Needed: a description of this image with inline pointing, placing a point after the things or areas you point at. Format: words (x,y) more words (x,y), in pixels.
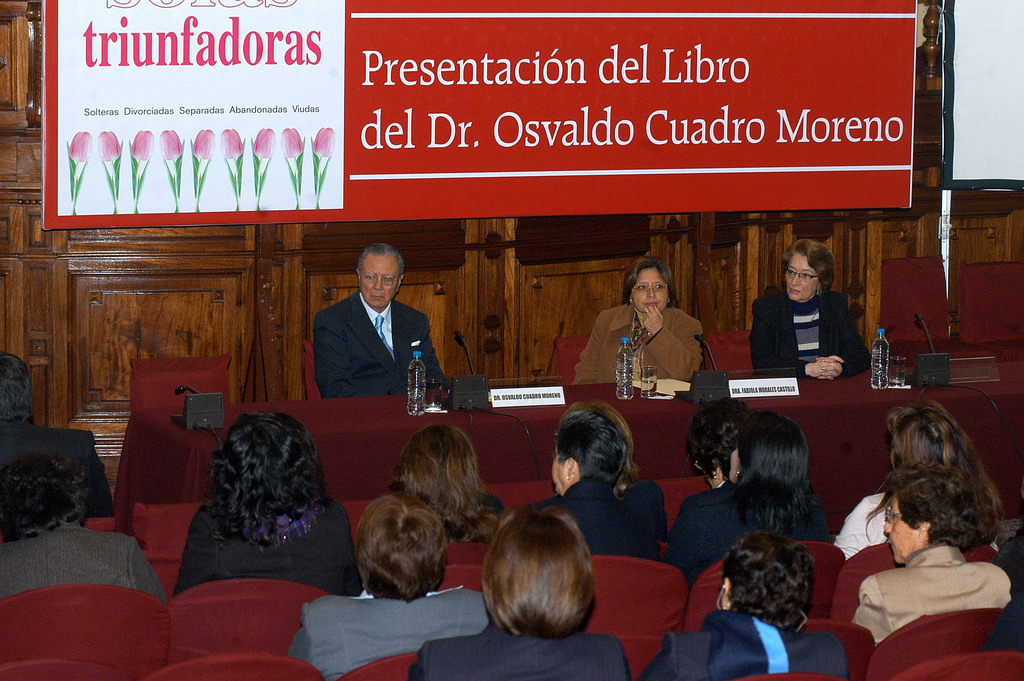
In this image people (910,610) are sitting on chairs (935,324). In-front of the three people (780,335) there is a table (297,415), above that table (383,413) there are bottles (423,374), name boards (551,397), glasses (899,384), mic (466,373) and devices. In the background (851,304) we can see a hoarding (731,166), screen (973,121) and wooden wall (265,278). Something written on the hoarding (613,84).
